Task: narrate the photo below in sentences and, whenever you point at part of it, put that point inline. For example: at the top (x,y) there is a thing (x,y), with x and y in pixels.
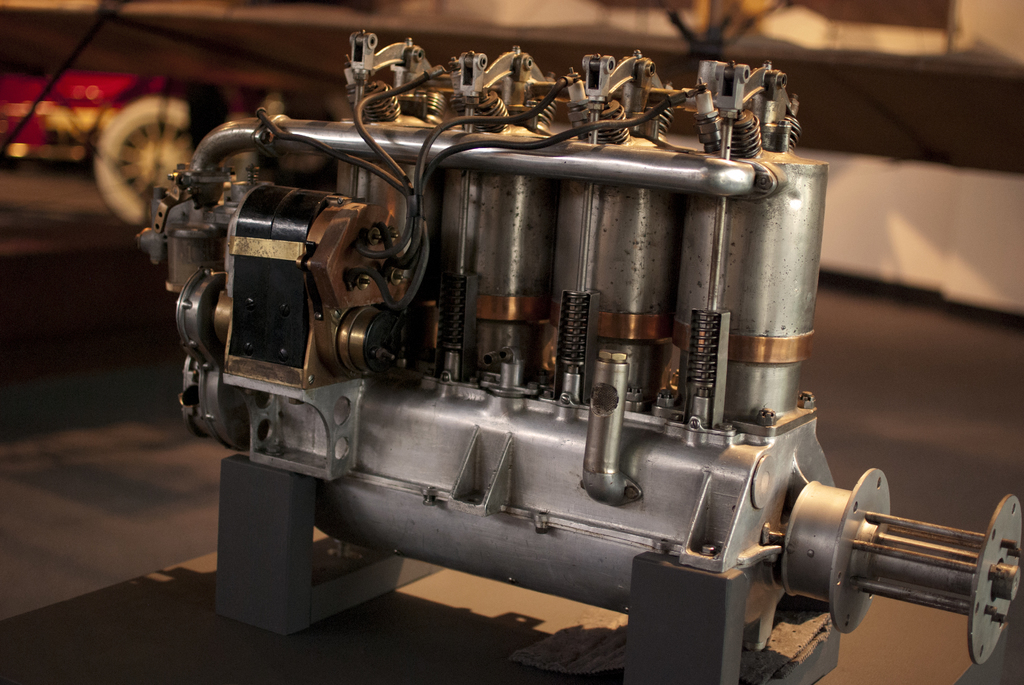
In this image we can see there is a machine (495,464) on the table (416,592).
